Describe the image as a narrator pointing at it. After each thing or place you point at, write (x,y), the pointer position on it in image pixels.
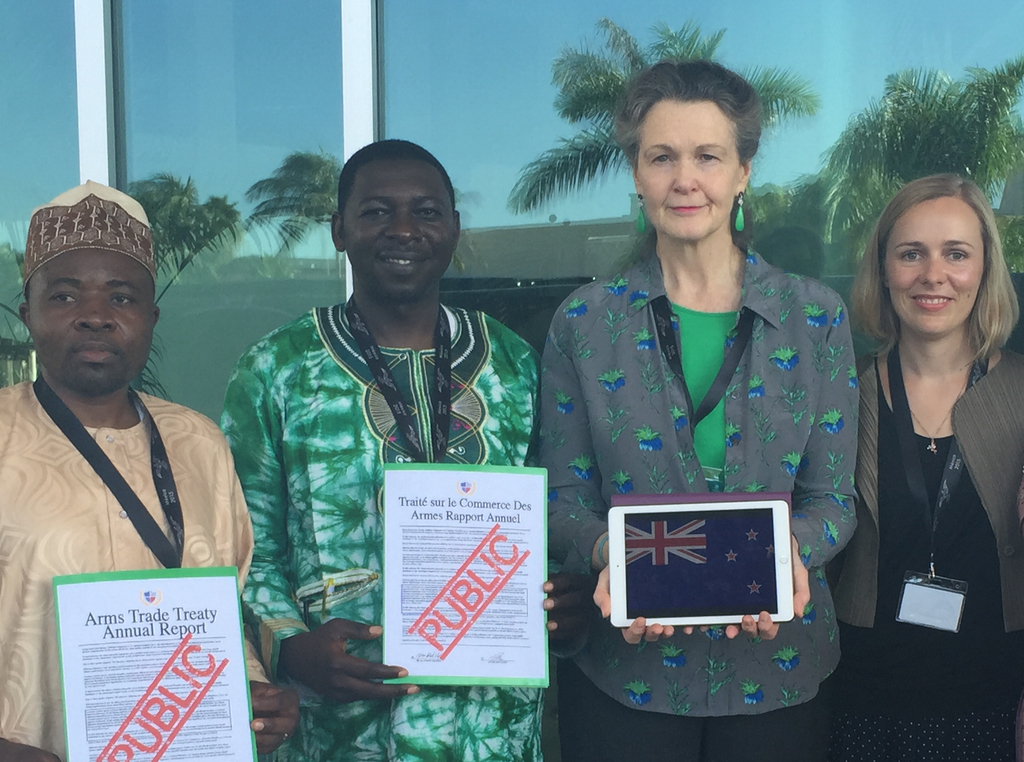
There are four persons (418,257) in different color dresses (483,369) smiling and standing. Two of them are holding documents (429,582) and one is holding a tab (732,532). In the background (159,191), there are trees (596,68), a building (540,242) and blue sky (776,6).
